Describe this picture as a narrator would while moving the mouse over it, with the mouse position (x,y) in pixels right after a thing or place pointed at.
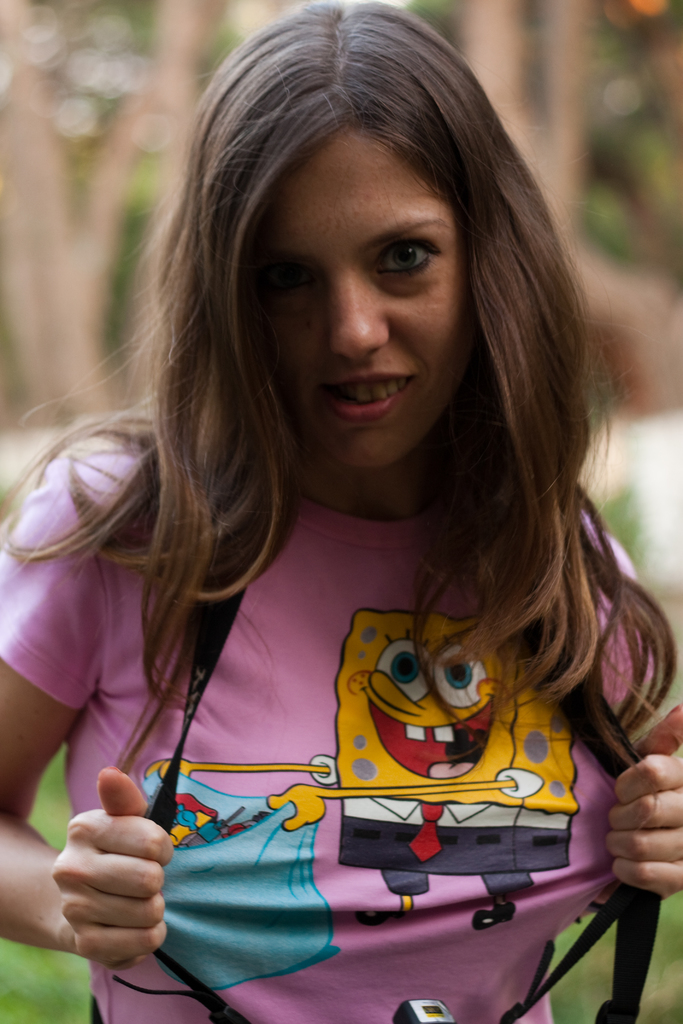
In this image we can see a woman (215,546). In the background (134,396) there are trees (134,236).
